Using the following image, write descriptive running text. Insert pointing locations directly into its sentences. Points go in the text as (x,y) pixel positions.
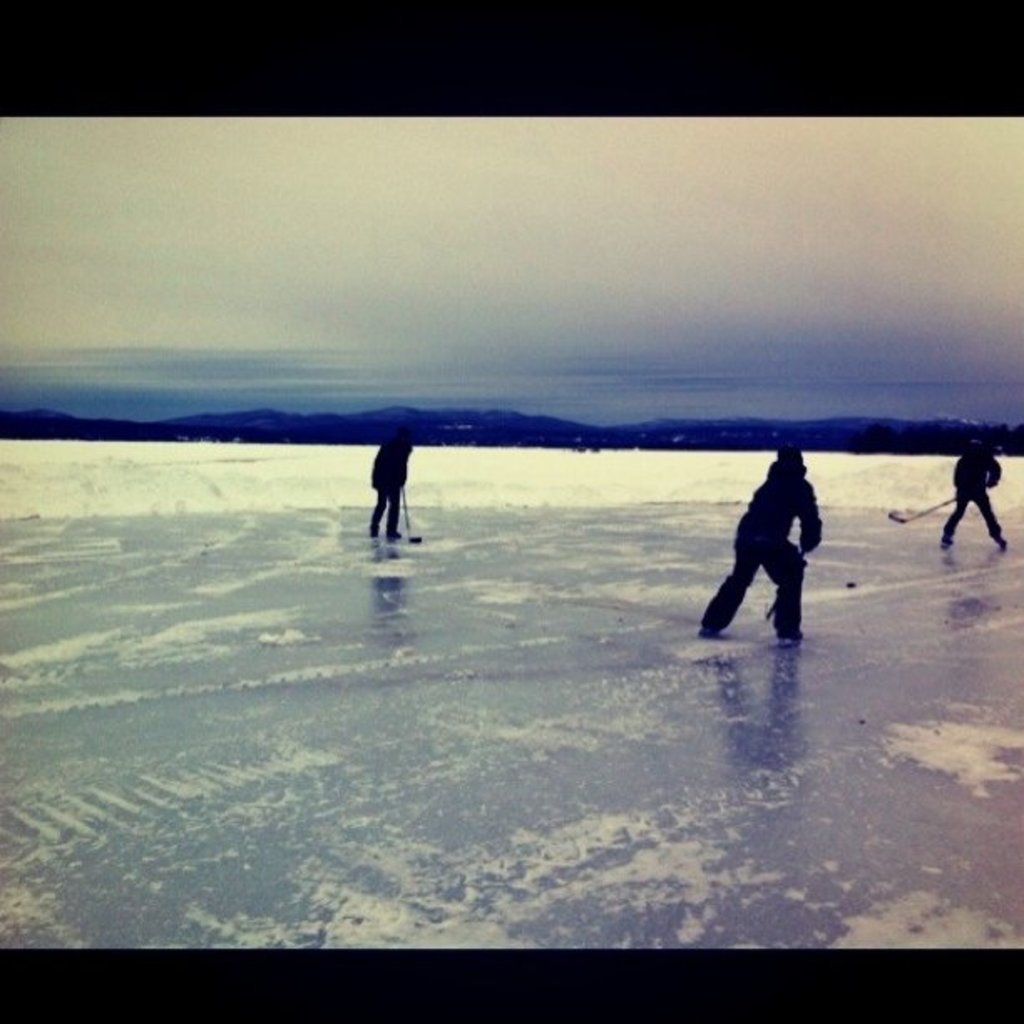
In this image we can see three persons (801,505) playing ice hockey. Behind the persons (394,499) we can see snow (350,499) and mountains (532,422). At the top (541,158) we can see the sky (393,278).
